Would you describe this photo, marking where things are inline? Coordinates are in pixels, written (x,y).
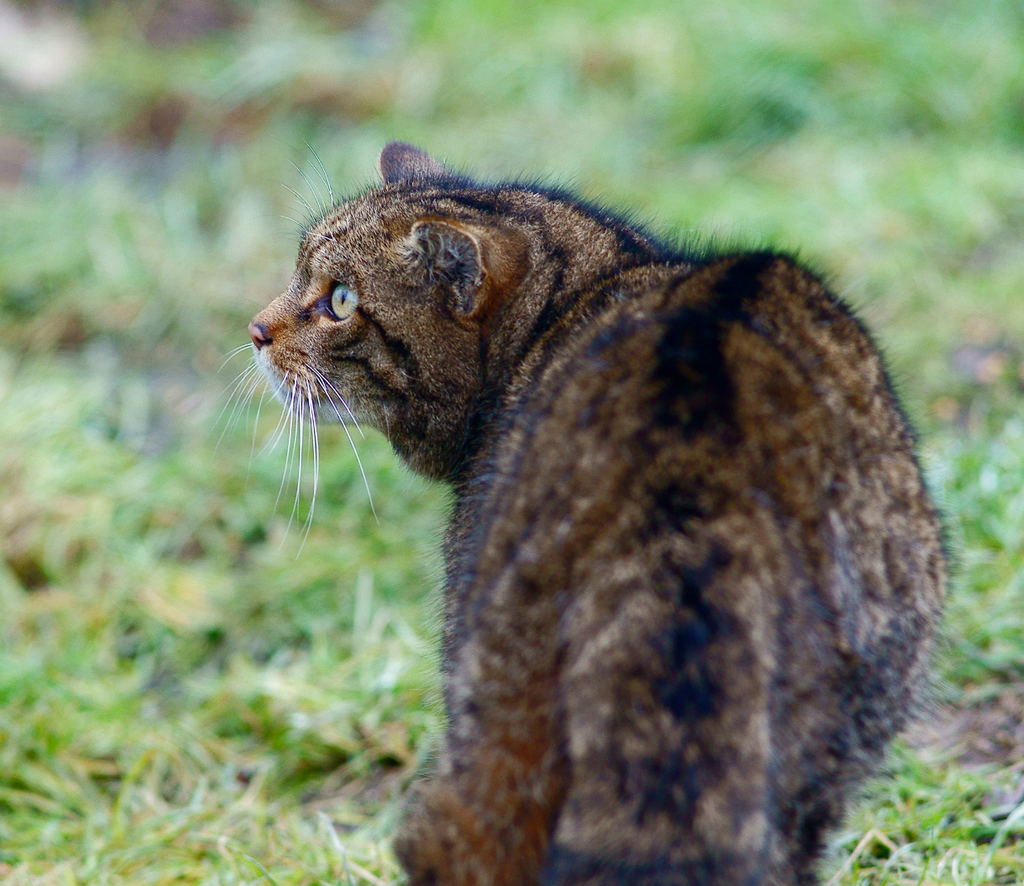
In this image, we can see a cat (309,394). We can see the ground (271,593) with some grass (218,654). We can also see the blurred background (606,15).
